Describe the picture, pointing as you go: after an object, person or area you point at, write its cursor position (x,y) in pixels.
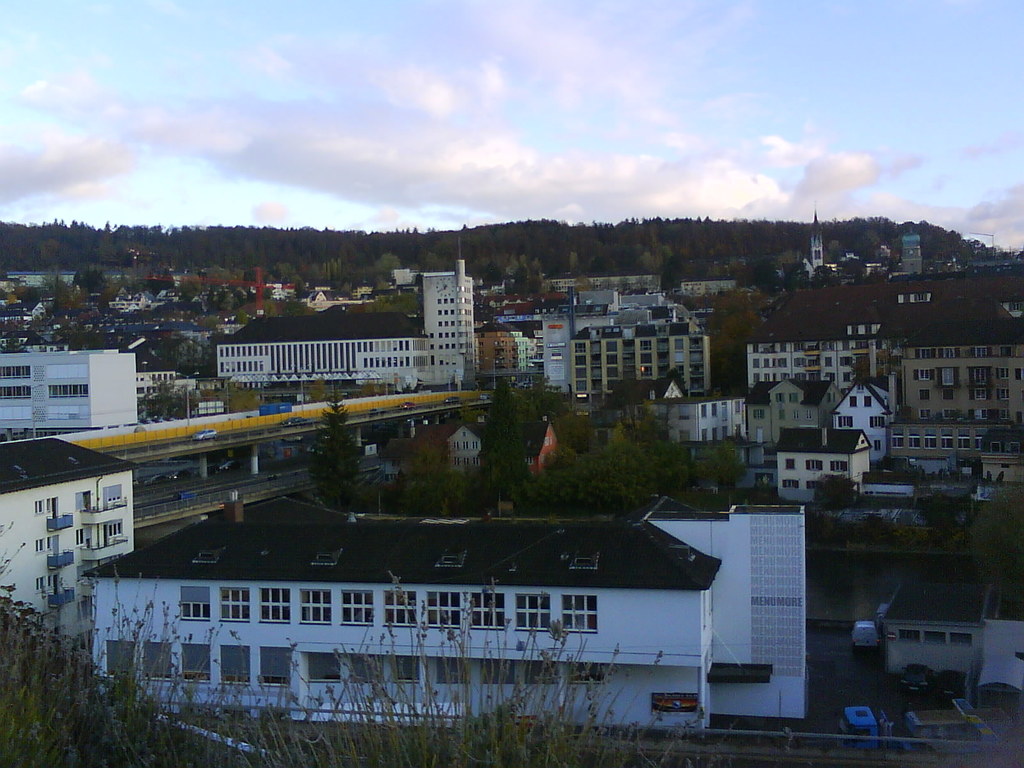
In the picture we can see the house building (103,595) with many windows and behind it also we can see many houses (489,367), buildings (926,428) and in the background (241,226), we can see the hill (158,226) covered with trees (940,251) and behind it we can see the sky (131,73) with clouds (1007,231).
